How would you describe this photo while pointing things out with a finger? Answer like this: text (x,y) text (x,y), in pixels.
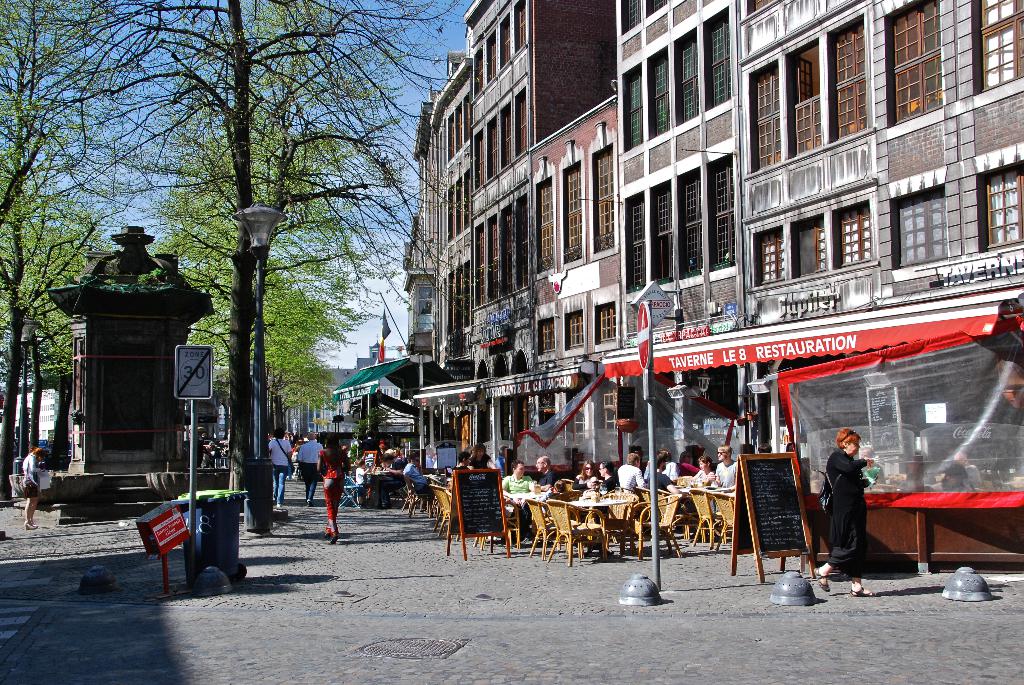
In the foreground (626,504) I can see sign boards (792,494), boards (768,507) and a group of people (698,484) are sitting on the chairs (720,516) in front of tables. In the background (581,452) I can see buildings (735,394), trees (222,356), windows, shops (498,402) and the sky (263,4). This image is taken may be on the road (613,608) during a day.
